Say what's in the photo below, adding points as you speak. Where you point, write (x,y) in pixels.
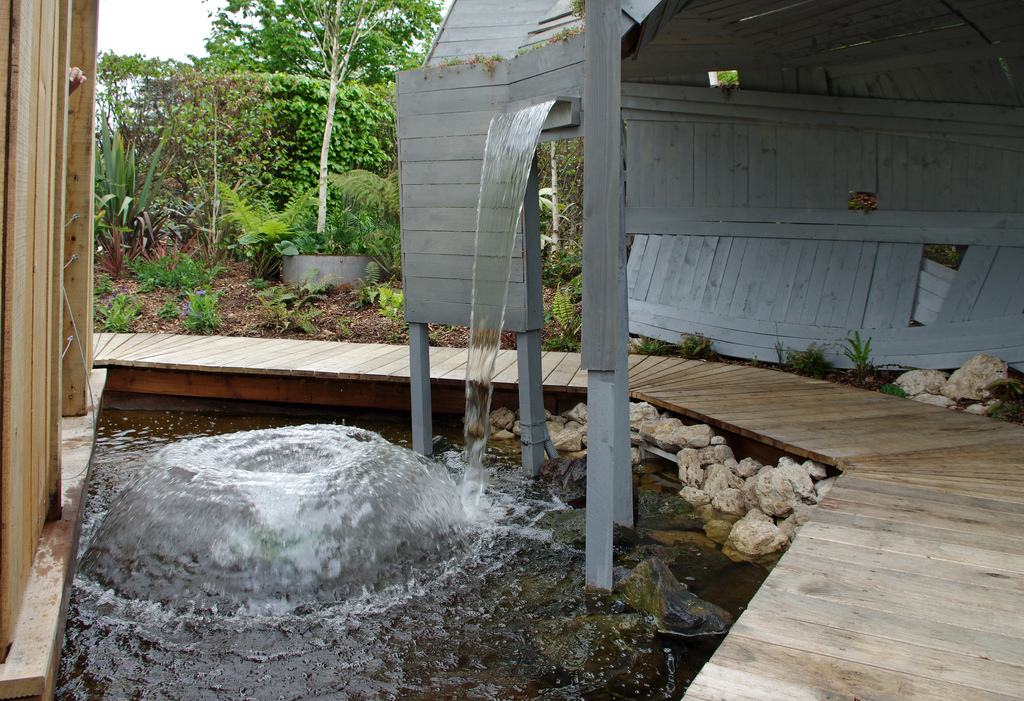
On the left (41,89) and right sides of the image there are some wooden planks (867,480). At the bottom (287,578) I can see the water (316,527). In the background (285,143) there are some plants (181,147) and also there are some wooden boards (758,189).
